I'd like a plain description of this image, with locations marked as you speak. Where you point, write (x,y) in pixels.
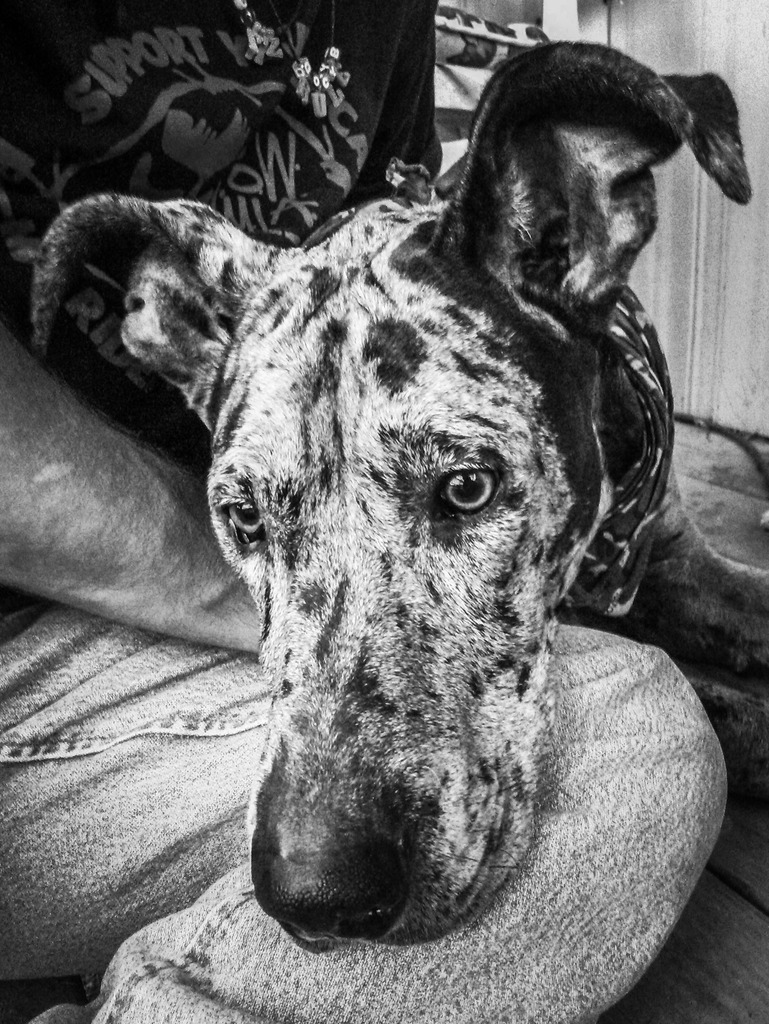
In this picture, it seems like a dog (419,492) on a person's leg (568,749) in the foreground (450,546), it seems like some objects (480,29) in the background (483,64).
